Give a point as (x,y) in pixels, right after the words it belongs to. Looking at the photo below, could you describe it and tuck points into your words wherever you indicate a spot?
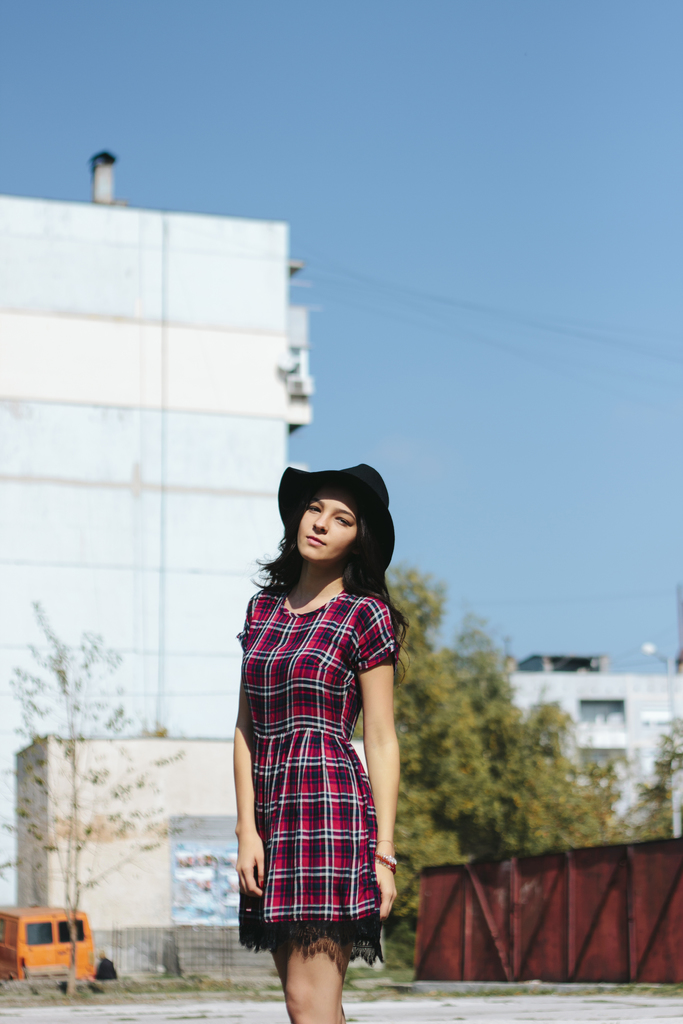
In this picture we can see a woman (385,631) wearing hat (360,485), behind we can see trees (70,945), vehicles (78,942) and buildings (263,505).
